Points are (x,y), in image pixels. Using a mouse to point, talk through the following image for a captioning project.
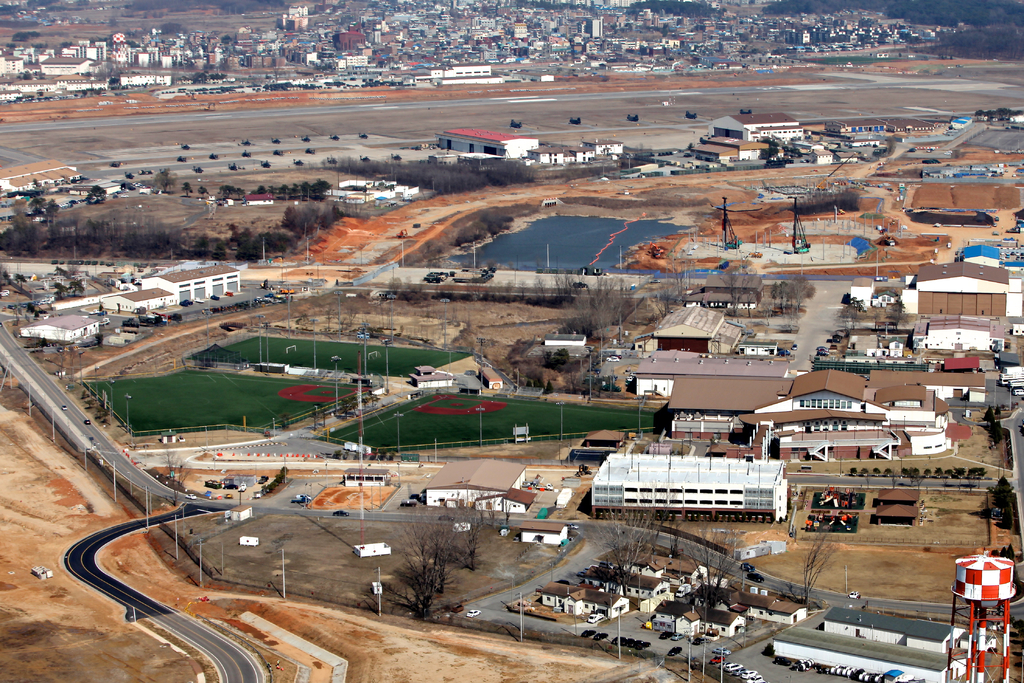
This image is clicked from a top view. In the image there are buildings (636,476), trees (606,538), roads (145,519) and poles (283,570). There are vehicles (630,639) moving on the roads (719,644). In the center (536,240) there is water (570,238) on the ground (697,249). To the left (291,412) there is green grass (282,383) on the ground (300,381) and it looks like a playground (270,397). There is a railing (582,436) around the ground (454,441). In the background (144,74) there are many houses (394,37) and buildings (498,28).
